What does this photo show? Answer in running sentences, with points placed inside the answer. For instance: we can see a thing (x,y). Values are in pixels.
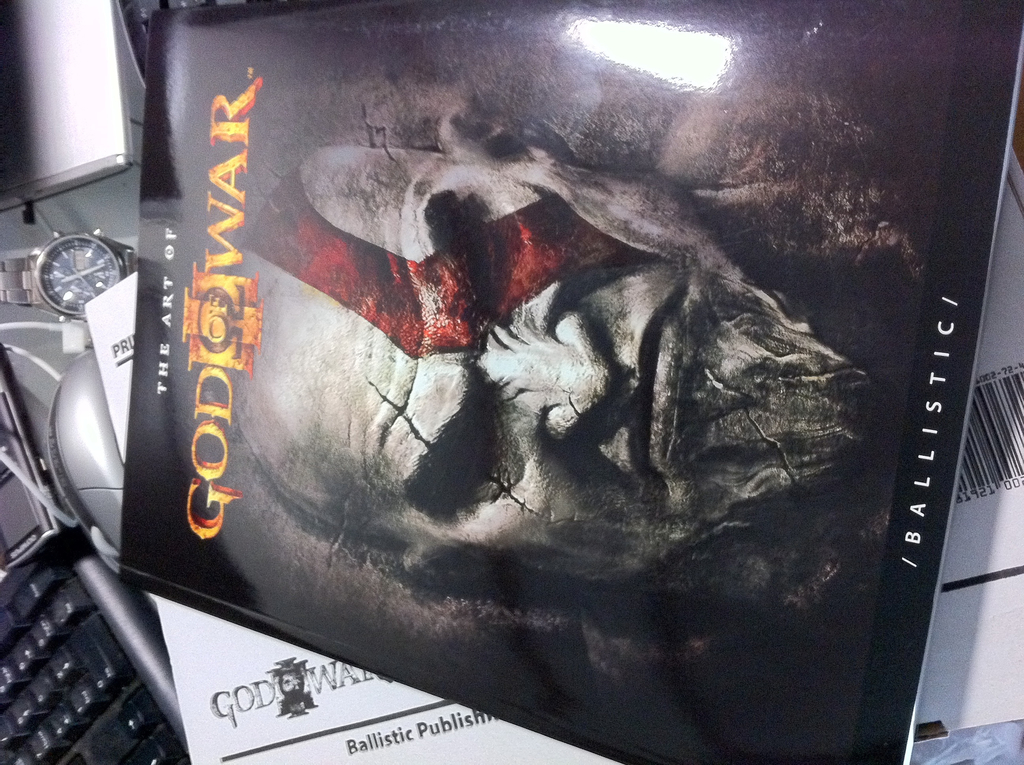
In the picture we can see a book (409,576) with the name God of War and behind it we can see some paper (1006,477), keyboard (103,707) with buttons (21,580) and beside it we can see wrist watch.
